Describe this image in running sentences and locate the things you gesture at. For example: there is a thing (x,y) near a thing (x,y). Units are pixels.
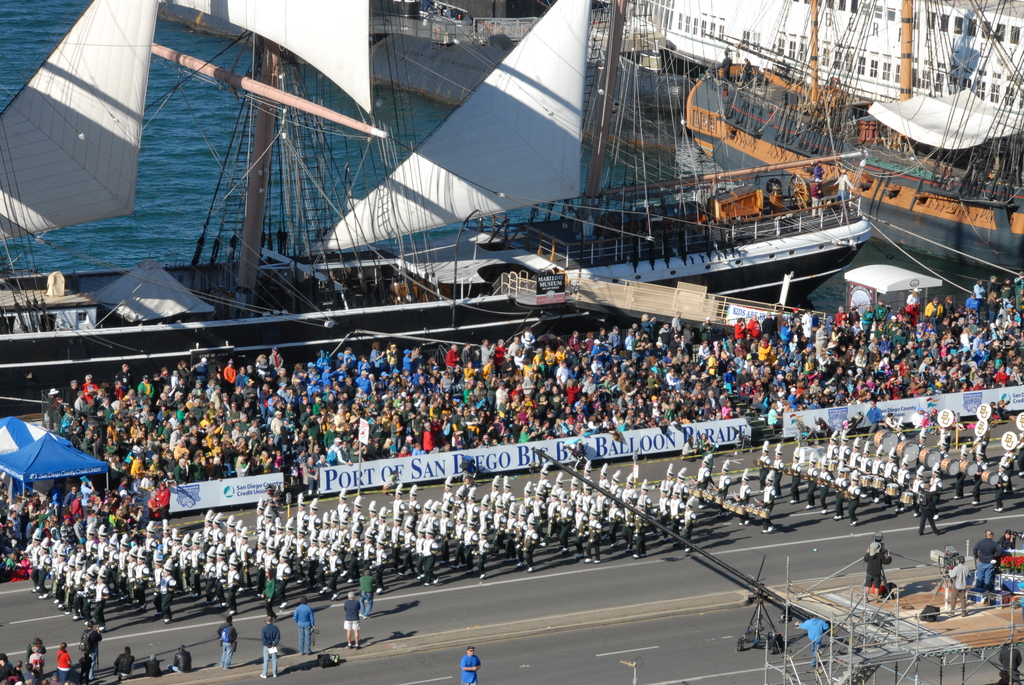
In the foreground (458,463) I can see a crowd (265,453) on the road (785,454), metal rods (712,559), tents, hoardings (511,457) and fence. In the background (922,219) I can see ships (666,194) in the water (336,152) and some objects (518,245). This image is taken may be during a day.
